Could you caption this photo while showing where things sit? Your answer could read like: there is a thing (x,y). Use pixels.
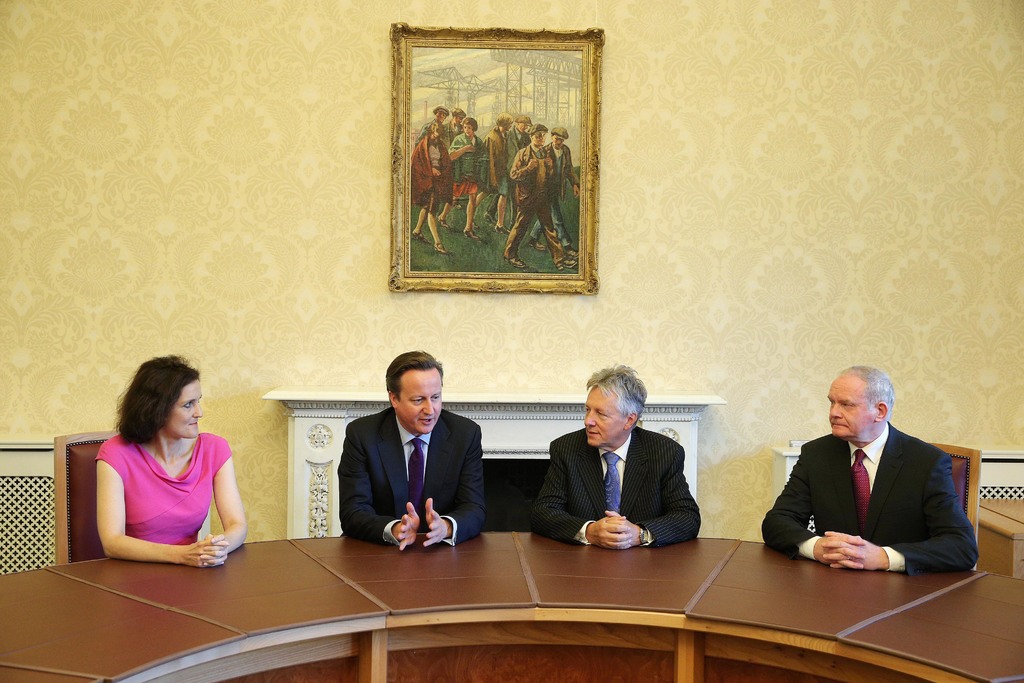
there are three men (401,481) and a woman (229,496) sitting on a chair (58,465) in front of a table (510,539) and talking, on the wall (707,120) there is a beautiful frame (579,113).
